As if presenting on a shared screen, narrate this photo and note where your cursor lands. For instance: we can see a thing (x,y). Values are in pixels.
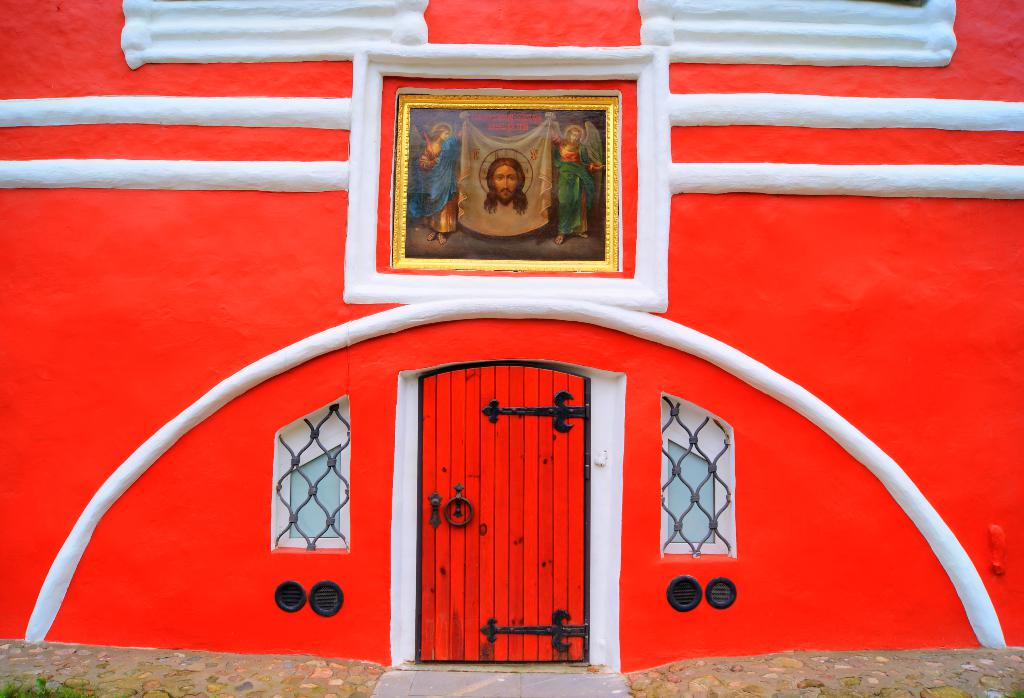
In this image I can see a red and white color building (193,209). The frame (580,116) is attached to the wall (757,193). I can see a door (544,464) and windows (720,507).
